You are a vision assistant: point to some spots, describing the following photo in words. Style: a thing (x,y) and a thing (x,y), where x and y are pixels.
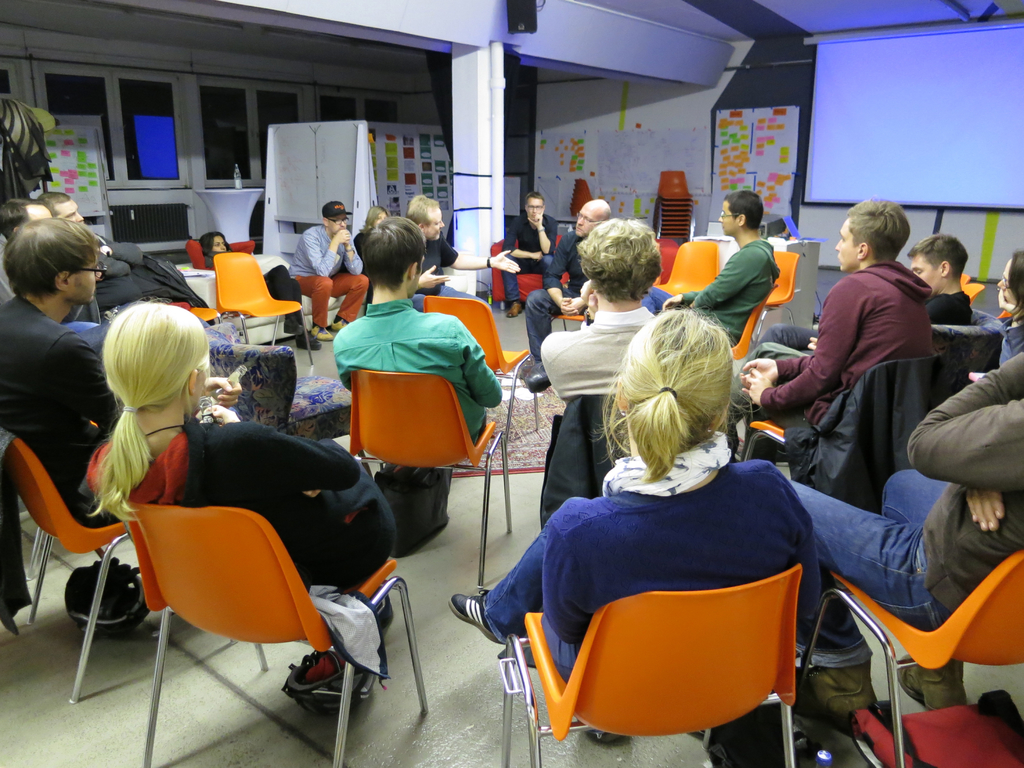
People (115,406) are sitting on the chair (419,452), this is screen (884,132), this are windows (130,98).
